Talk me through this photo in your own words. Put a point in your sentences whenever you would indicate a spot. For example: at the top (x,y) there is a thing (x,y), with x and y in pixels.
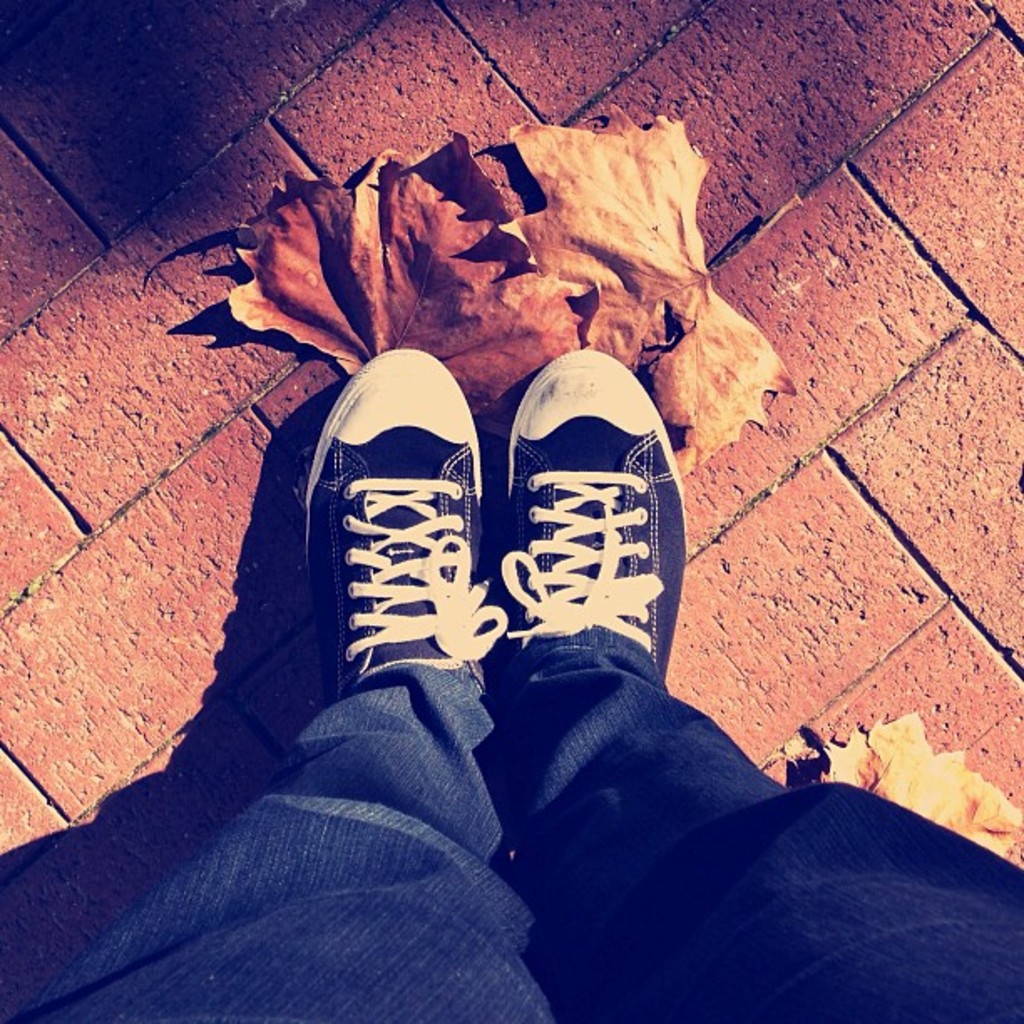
In the center of the image (467,525) we can see a person's legs (481,722). We can see leaves (595,295) and there is a ground (169,410).
